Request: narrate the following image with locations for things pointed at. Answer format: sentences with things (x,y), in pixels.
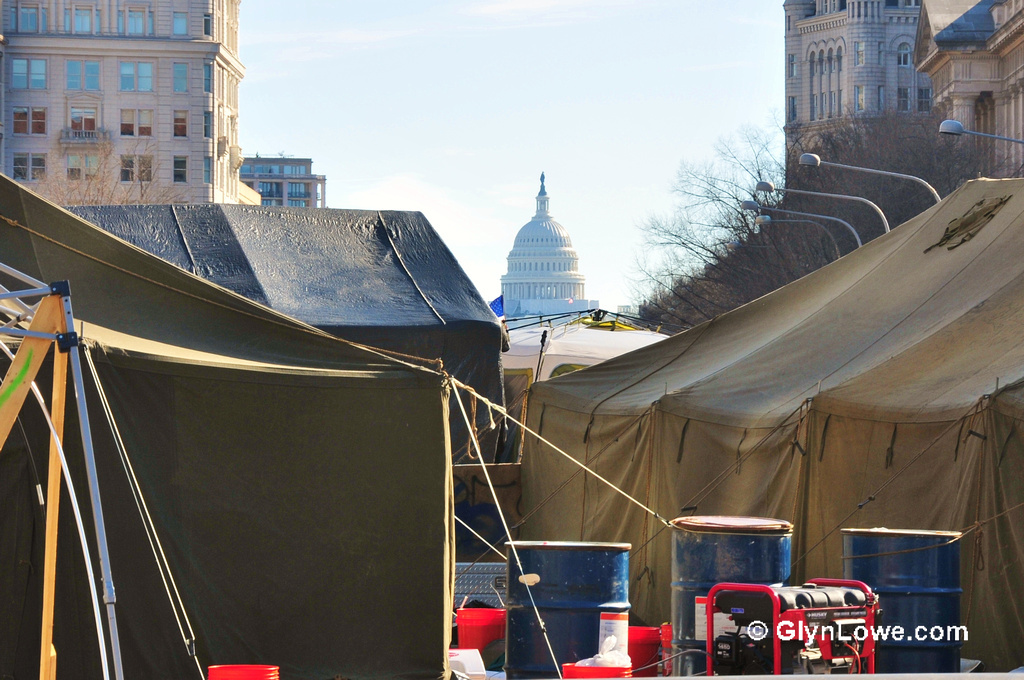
In this picture I can see iron barrels (708,574), buckets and some other items (500,670), there are tents (704,497), buildings (40,117), trees (769,182), poles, lights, and in the background (572,45) there is sky (651,113) and a watermark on the image.
